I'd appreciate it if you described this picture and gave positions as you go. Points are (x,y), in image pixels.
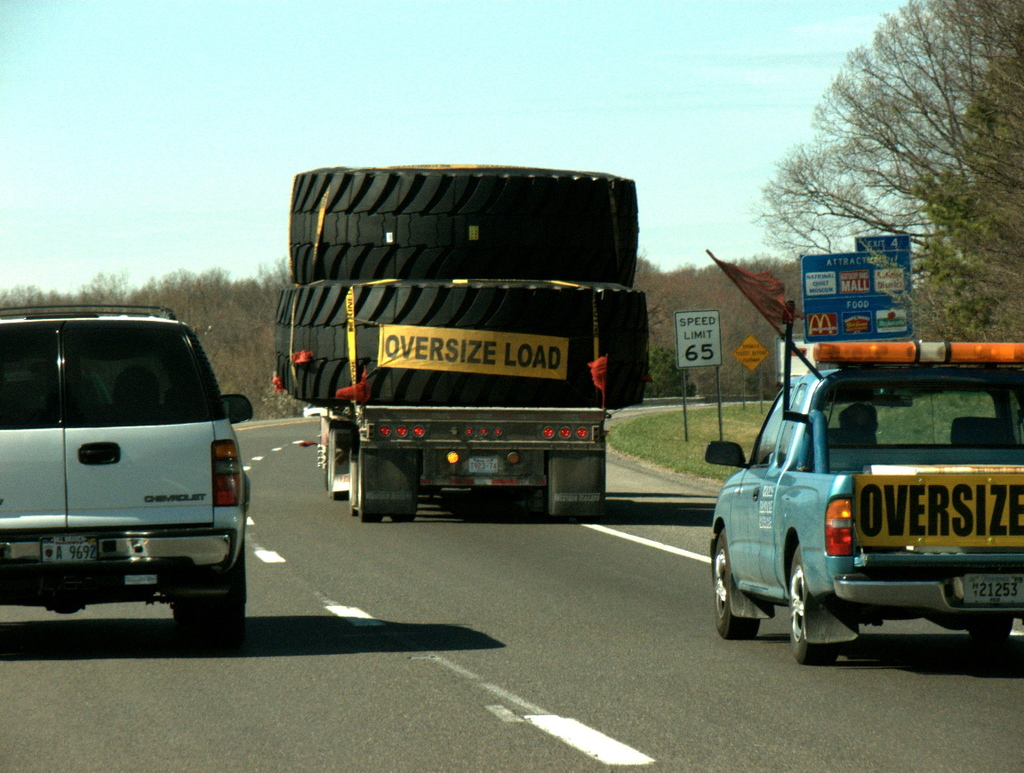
In this picture I can see there is a truck (450,463) moving and it has a over load (361,296) and in the backdrop (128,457) there are two cars (179,488) following the truck (439,454) on the road (460,743) and there are trees (1011,214) and the sky (96,237) is clear.
